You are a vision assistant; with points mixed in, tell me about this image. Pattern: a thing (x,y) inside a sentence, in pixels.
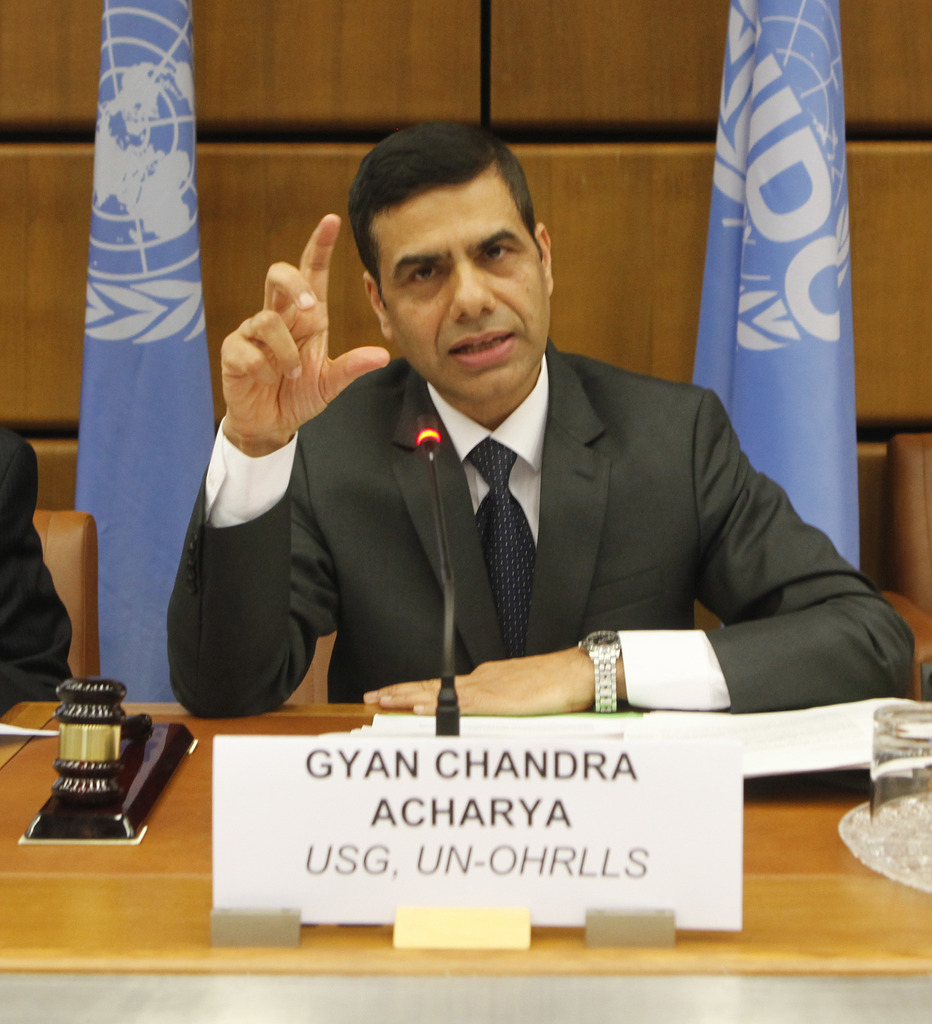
In this image there are two people (424,607) sitting on their chairs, in front of them there is a table (12,755) with mic (427,444), name plate (253,805), paper (774,738), glass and a few other objects (57,762) on it, behind the person (606,602) there are flags (847,243) and a wall (611,269).
